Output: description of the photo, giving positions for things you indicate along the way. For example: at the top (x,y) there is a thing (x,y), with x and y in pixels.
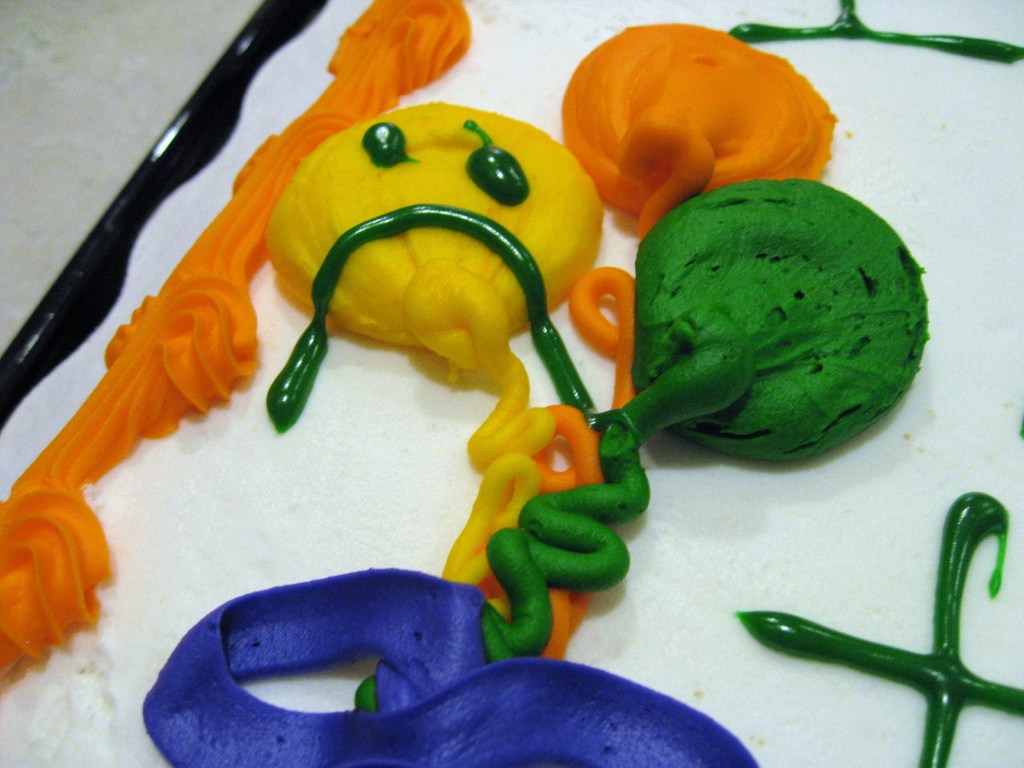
We can see colorful creams (616,480) on the white surface (847,579).
